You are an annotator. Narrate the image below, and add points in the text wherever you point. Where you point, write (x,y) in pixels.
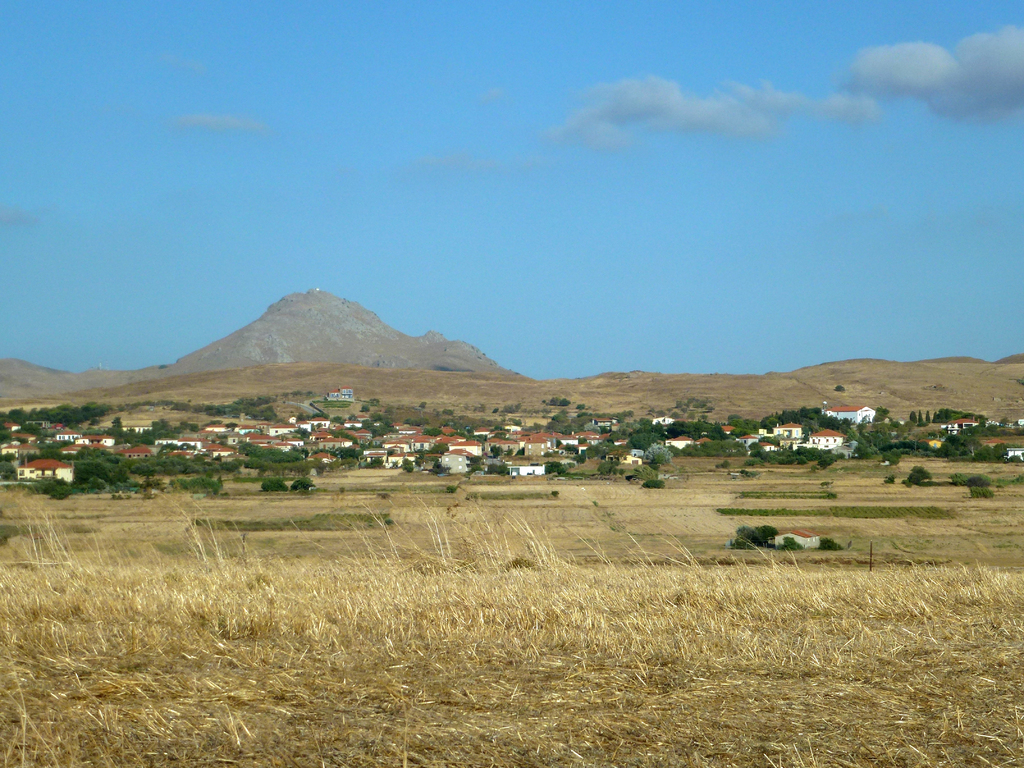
In this image, there are houses (392,442), trees (52,485) and grass (408,622). In the background (202,374), I can see the hills (219,343) and the sky (33,297).
